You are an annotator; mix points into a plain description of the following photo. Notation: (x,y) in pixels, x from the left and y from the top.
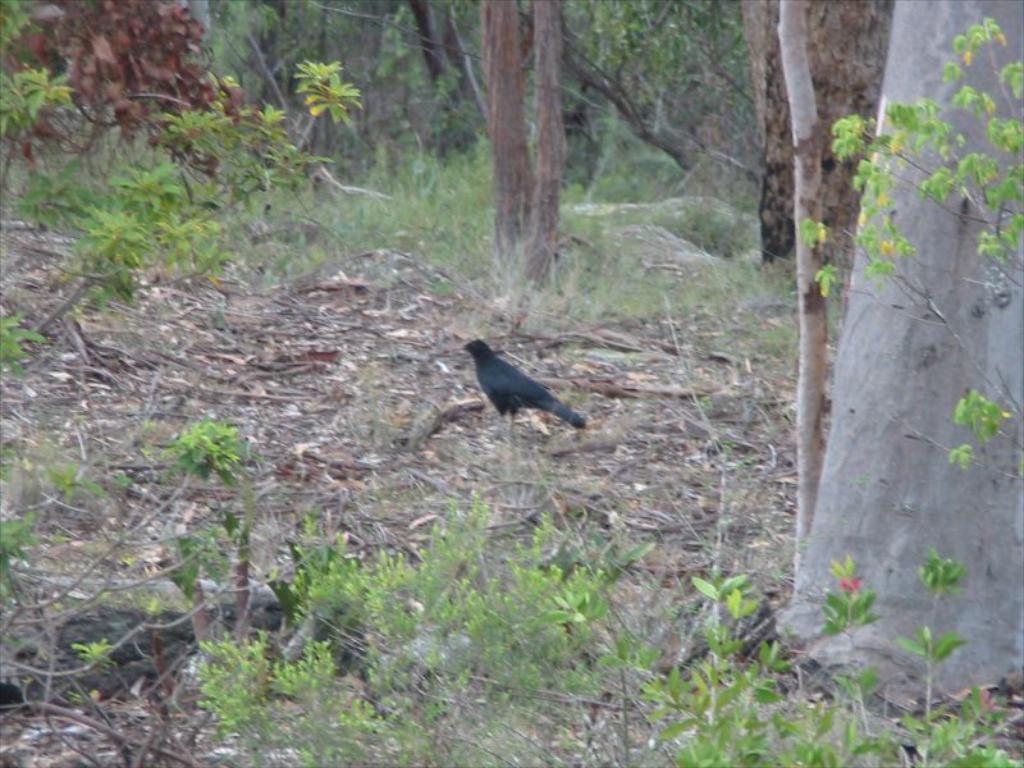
In this image we can see a bird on the ground (670,358). Here we can see plants (212,547), grass (512,748), and trees (421,125).
